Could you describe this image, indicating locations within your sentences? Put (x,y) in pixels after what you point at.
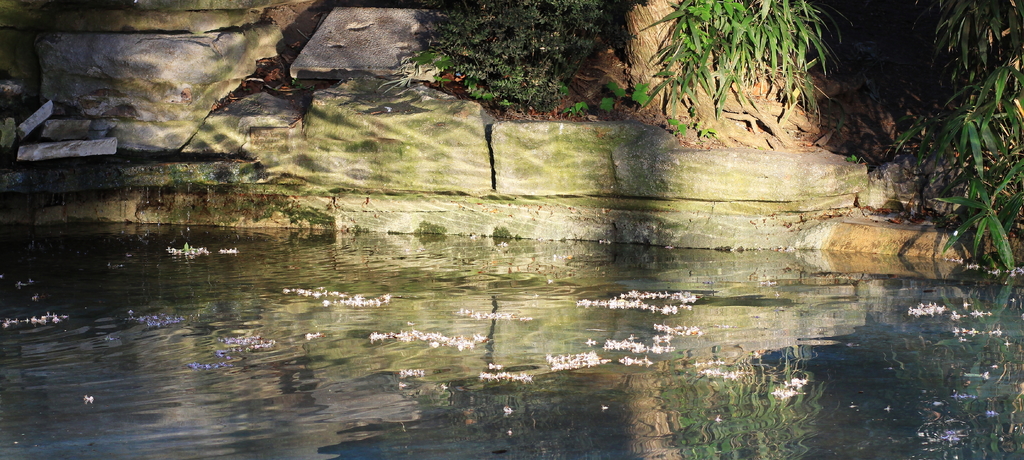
In this image, I can see the flowers (195,365) floating on the water (782,365). There are rocks (535,155), plants (770,58) and a tree trunk (703,102) with roots (707,119).
